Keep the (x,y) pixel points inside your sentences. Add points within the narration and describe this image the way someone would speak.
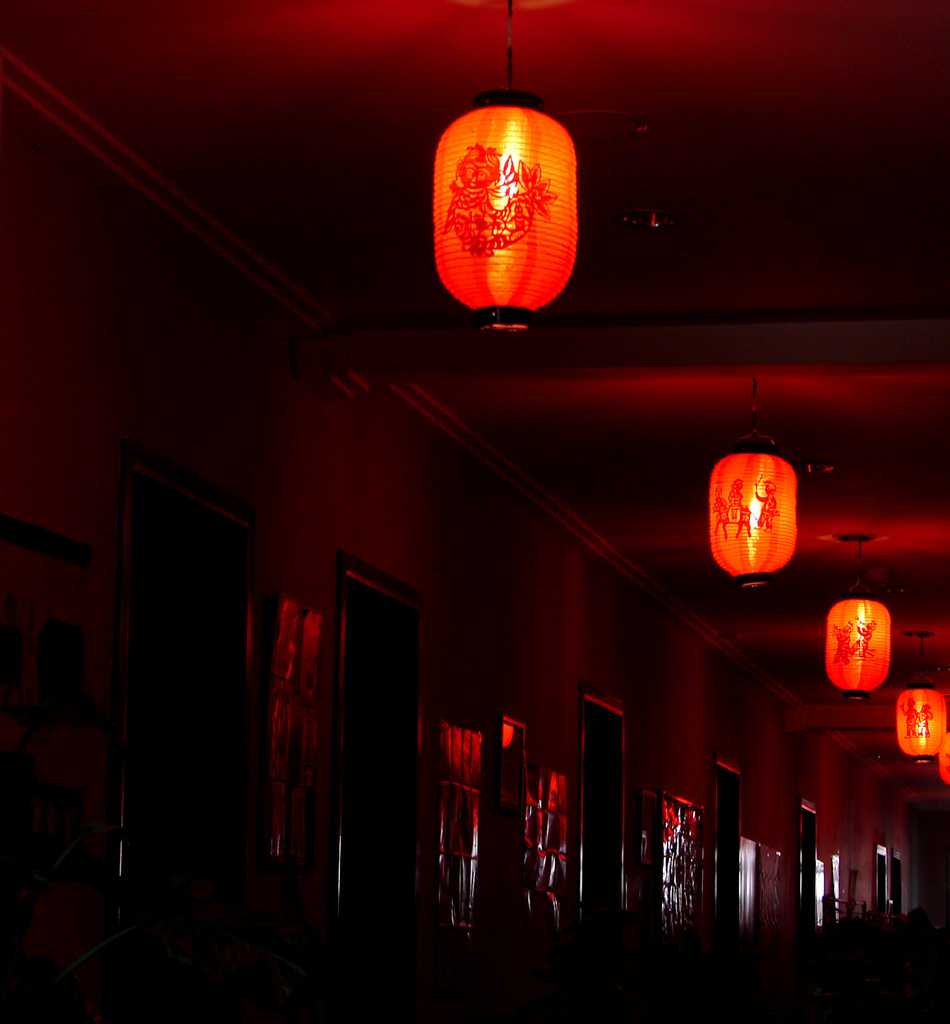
In this image we can see lantern lamps (477,213).
